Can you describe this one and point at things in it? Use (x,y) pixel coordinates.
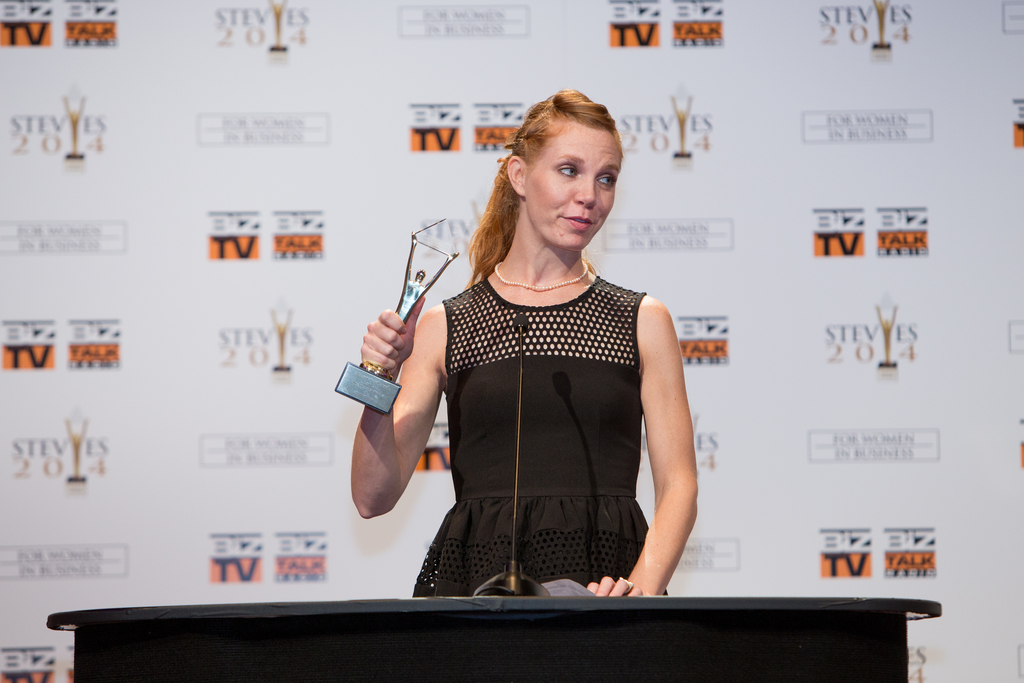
This is the woman (539,408) holding a trophy (388,389) in her hand (384,371) and standing. She wore a black dress (598,386). This is the podium (504,637) with a mike (523,315). In the background (239,376), I can see the hoarding (817,194).
